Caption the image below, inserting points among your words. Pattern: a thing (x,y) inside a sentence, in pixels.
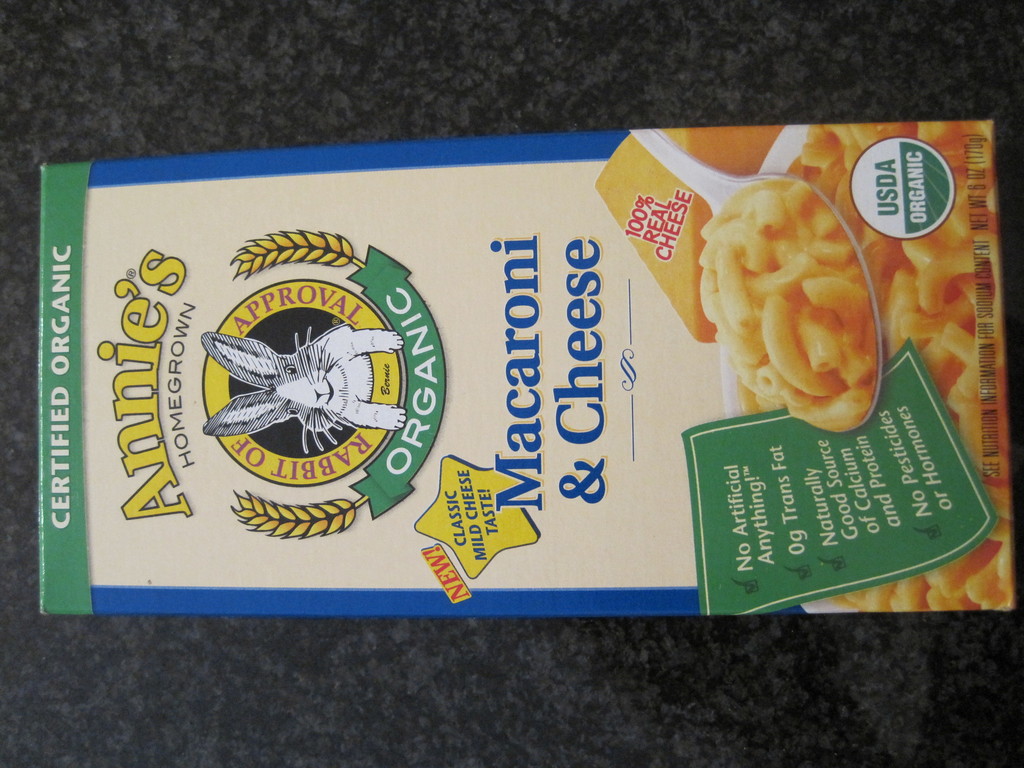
There is a box (392,253) on the surface (279,88) as we can see in the middle of this image (396,379).
